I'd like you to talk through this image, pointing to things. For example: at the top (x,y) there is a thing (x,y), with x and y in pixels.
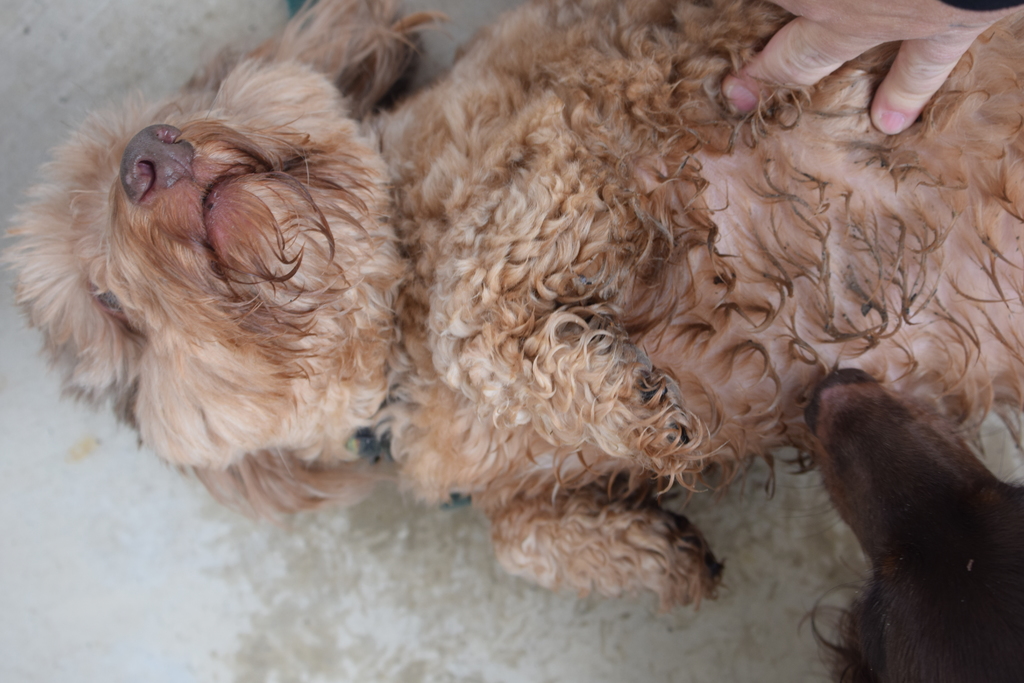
In this image there are two dogs (572,268) and a person's hand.
